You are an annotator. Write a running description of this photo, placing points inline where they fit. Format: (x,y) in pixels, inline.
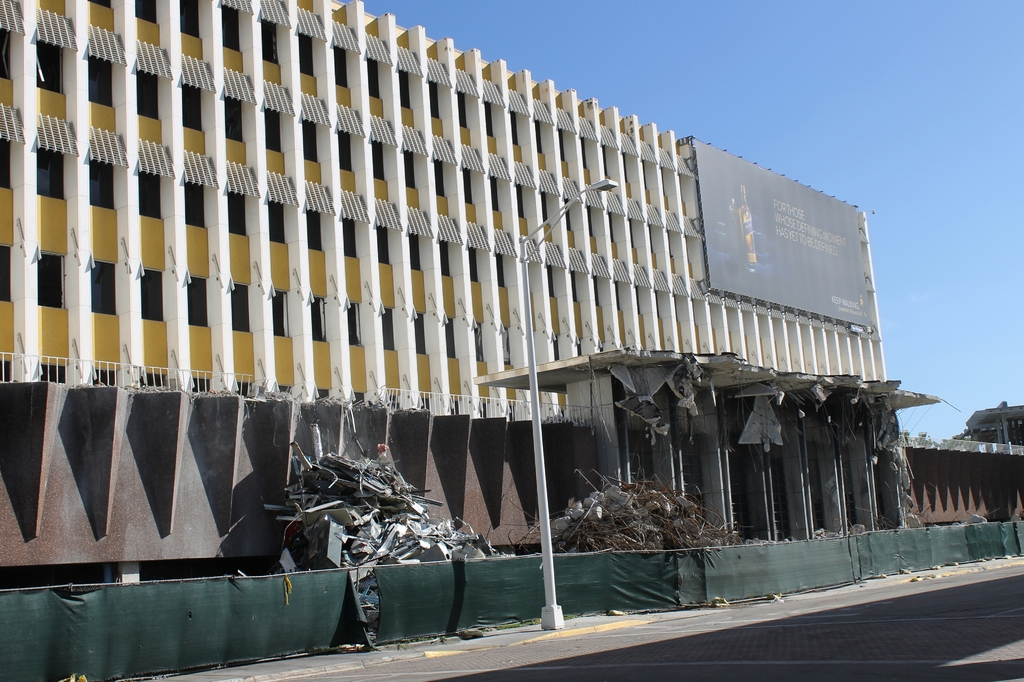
In this picture we can see a clear blue sky (906,178) and it seems like a sunny day. We can see a building (754,341) and hoarding (738,183). We can see some objects (730,528) near to the wall (497,529). We can see the fence (514,608) and a light pole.
